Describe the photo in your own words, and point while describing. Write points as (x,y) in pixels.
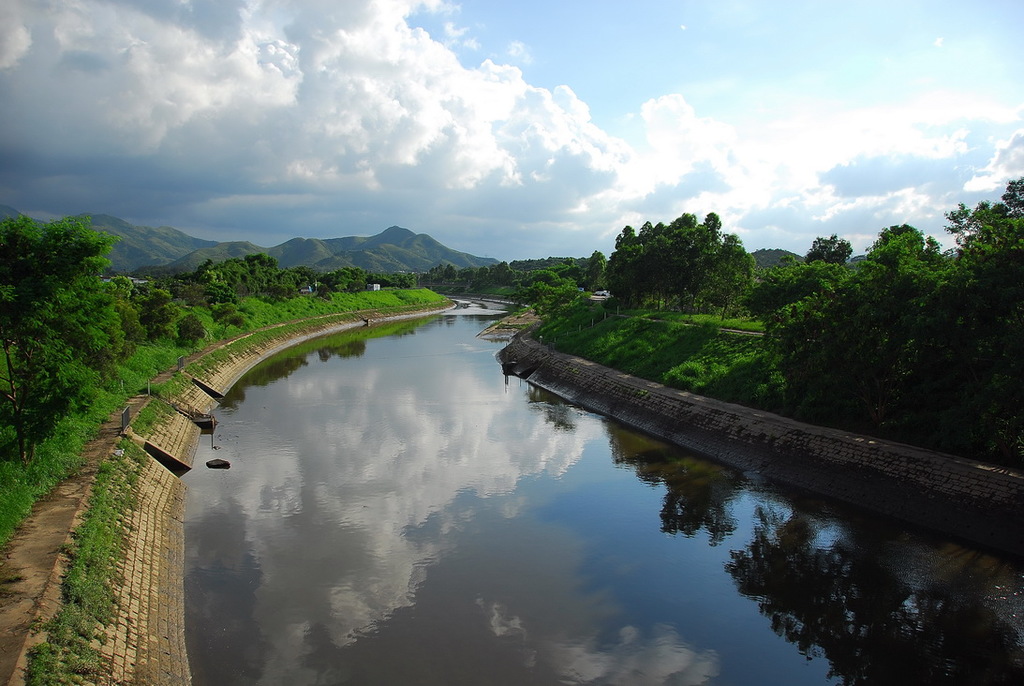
In this image there is the sky (257,127) truncated towards the top of the image (496,99), there are clouds (526,123) in the sky (398,115), there are mountains (148,255), there are trees (964,315) truncated towards the right of the image (948,291), there are trees (133,311) truncated towards the left of the image (54,427), there is grass (74,427) truncated towards the bottom of the image (66,675), there is water (504,508) truncated towards the bottom of the image (676,557).
